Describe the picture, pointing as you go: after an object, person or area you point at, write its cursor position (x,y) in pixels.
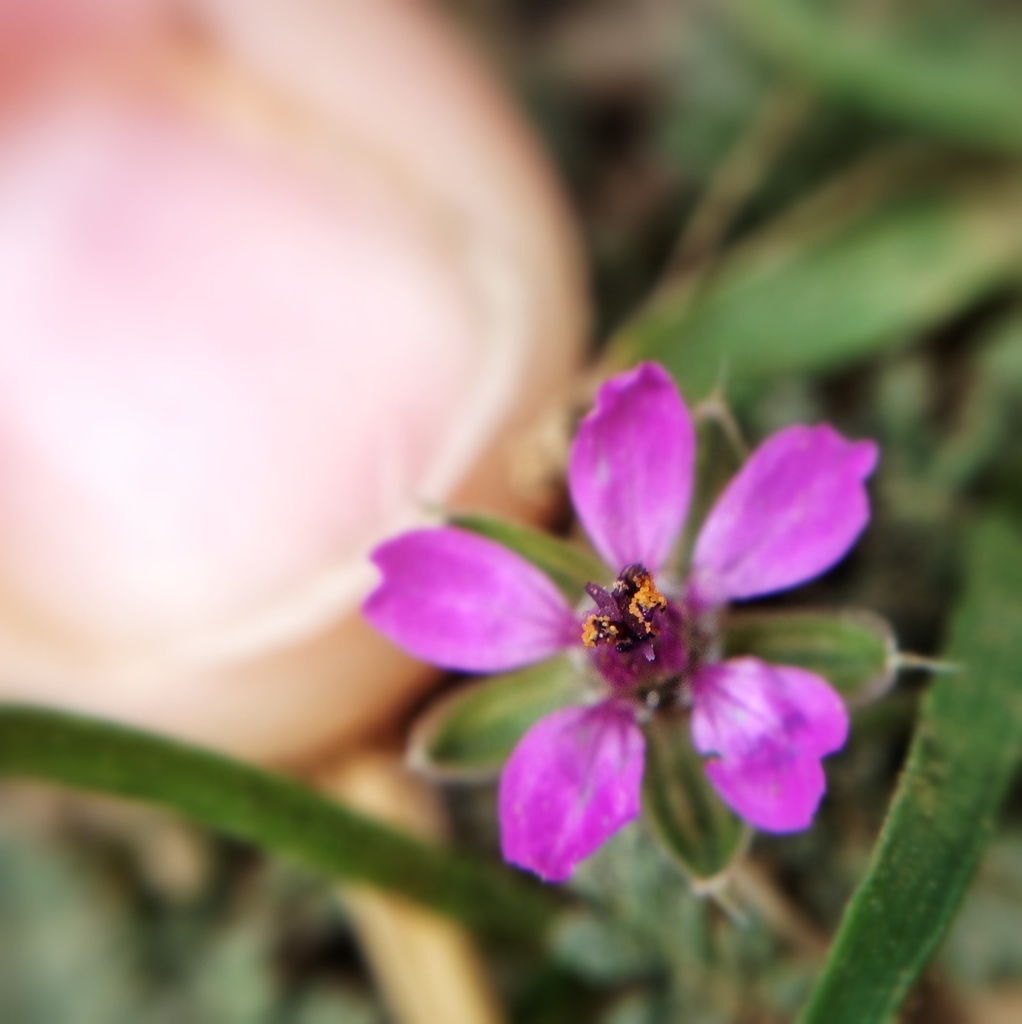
In this image we can see some plants (38,727) and a purple color flower (503,606), also we can see a person's finger (179,288).
